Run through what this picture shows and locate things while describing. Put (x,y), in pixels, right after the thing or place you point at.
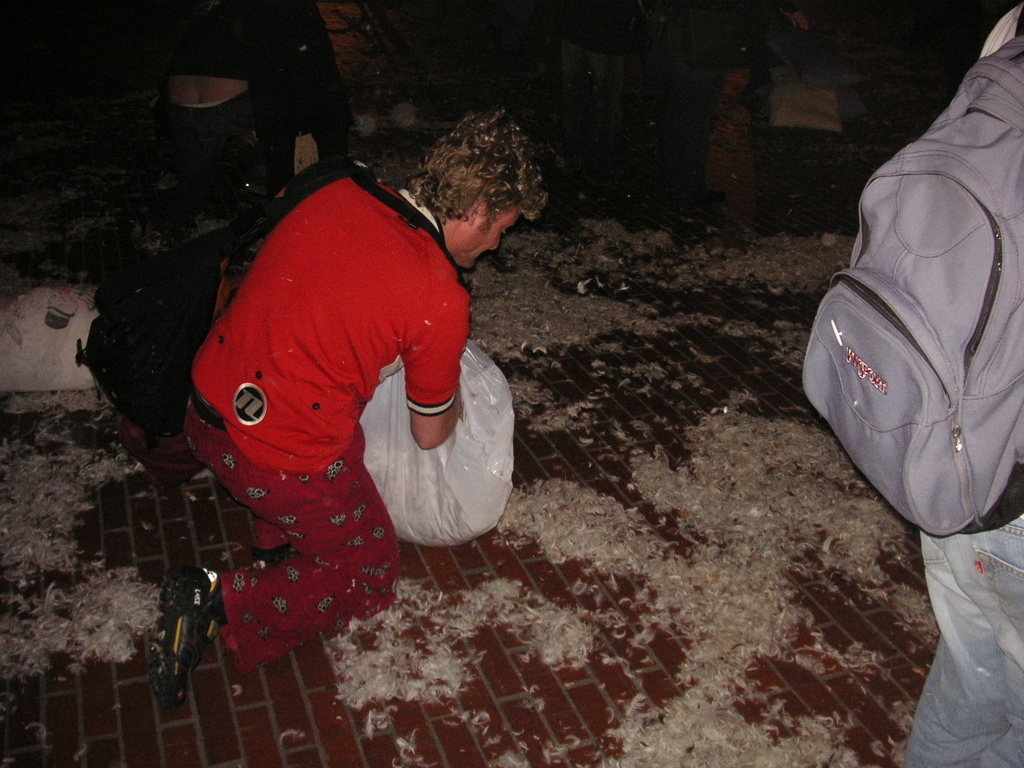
In this image we can see a man (358,550). He is wearing T-shirt (347,297), pant (280,594), shoes (203,594) and carrying bag (120,360). There is a white color plastic cover (413,459) in the middle of the image (476,432). At the top of the image (792,56), we can see people (671,49) and pillows (791,76). There are white color feathers like object (640,547) on the floor (320,648). On the right side of the image (994,649), we can see a person (993,664) who is wearing jeans (988,624) and carrying bag (939,336).
